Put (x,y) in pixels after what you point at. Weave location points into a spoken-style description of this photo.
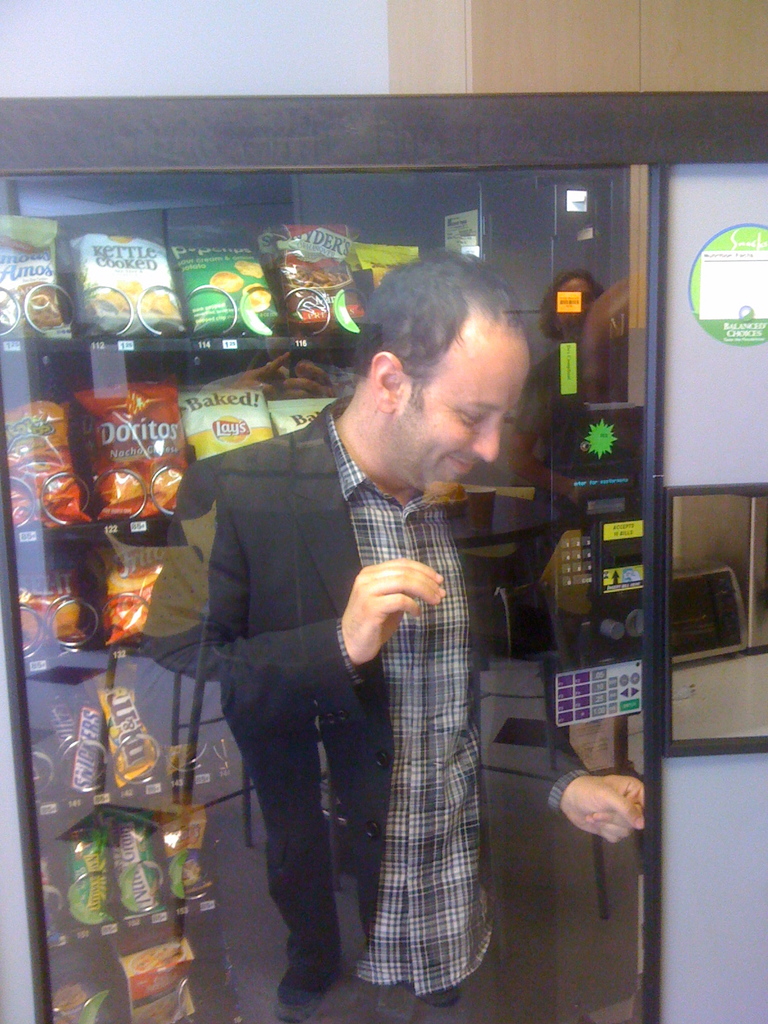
Here we can see glass (401,206), behind this glass (370,219) there is a man (432,485) standing and behind this man (448,386) we can see packet (161,280) and objects (146,904) in racks (167,757). Background (588,26) we can see wall (374,66).
